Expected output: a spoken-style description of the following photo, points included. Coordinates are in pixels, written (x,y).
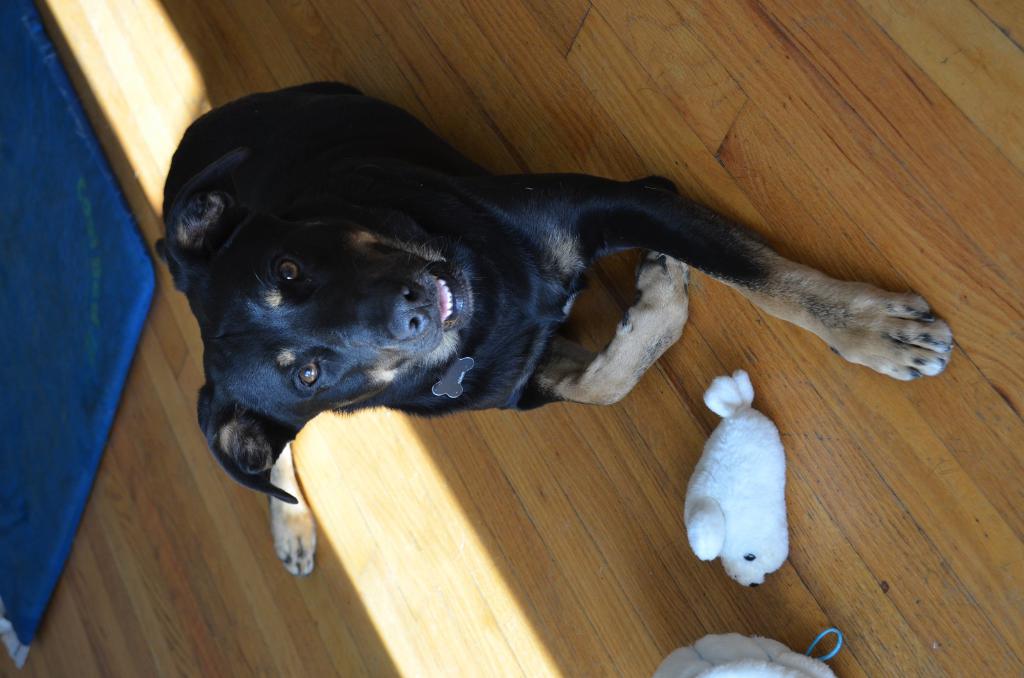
This image is taken indoors. At the bottom of the image (420,586) there is a floor (487,600) and there are two toys (743,573) on the floor (828,534). On the left side of the image (64,262) there is a mat (147,282) on the floor (650,136). In the middle of the image (395,299) there is a dog (395,299) on the floor (630,138).
